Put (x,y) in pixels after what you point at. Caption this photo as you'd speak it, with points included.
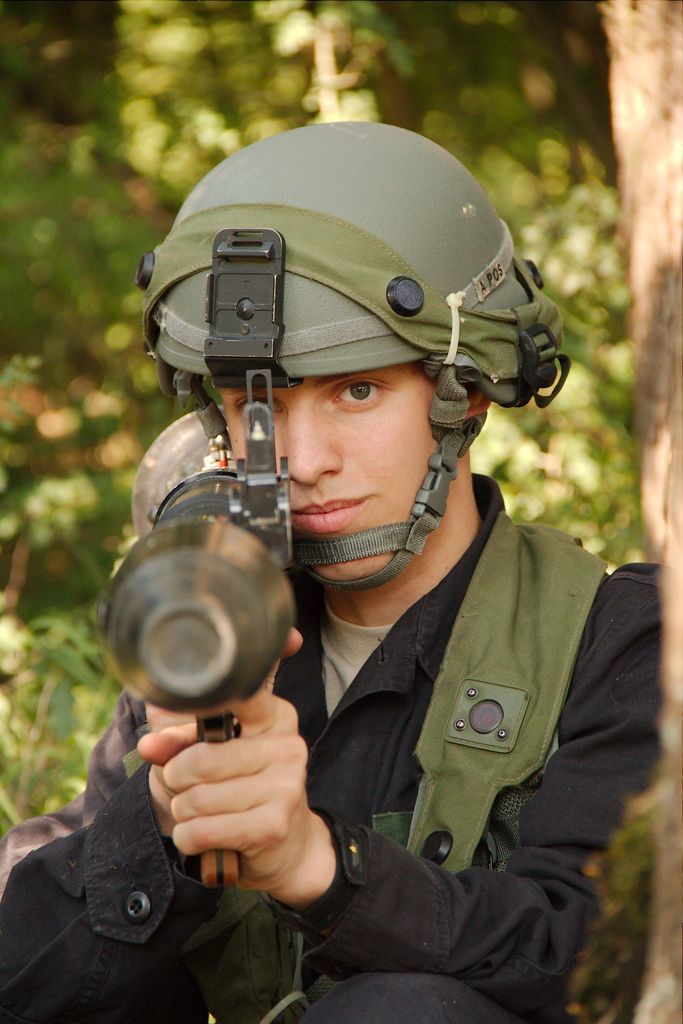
In this image there is a man (503,728) with helmet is holding a gun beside the tree trunk (624,44), behind him there are so many trees (28,450).
